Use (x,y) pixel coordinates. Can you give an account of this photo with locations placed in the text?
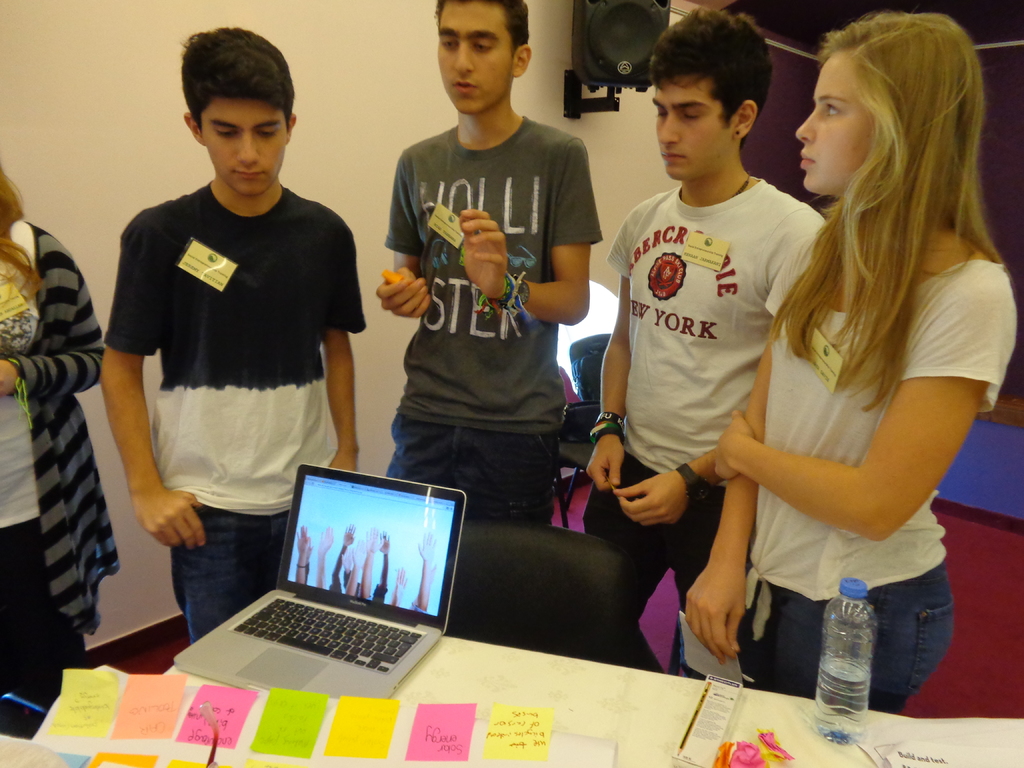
In the foreground of this picture (403,394), there are five persons (446,449) standing near a table (580,686) on which a laptop (342,608), bottle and few objects (895,747) are placed on it. There is a chair (587,592) in between persons (823,492) and the table (438,685). In the background (1012,231), there is a wall (999,119), chair (566,445) and a speaker box (621,38) on the wall (552,76).
